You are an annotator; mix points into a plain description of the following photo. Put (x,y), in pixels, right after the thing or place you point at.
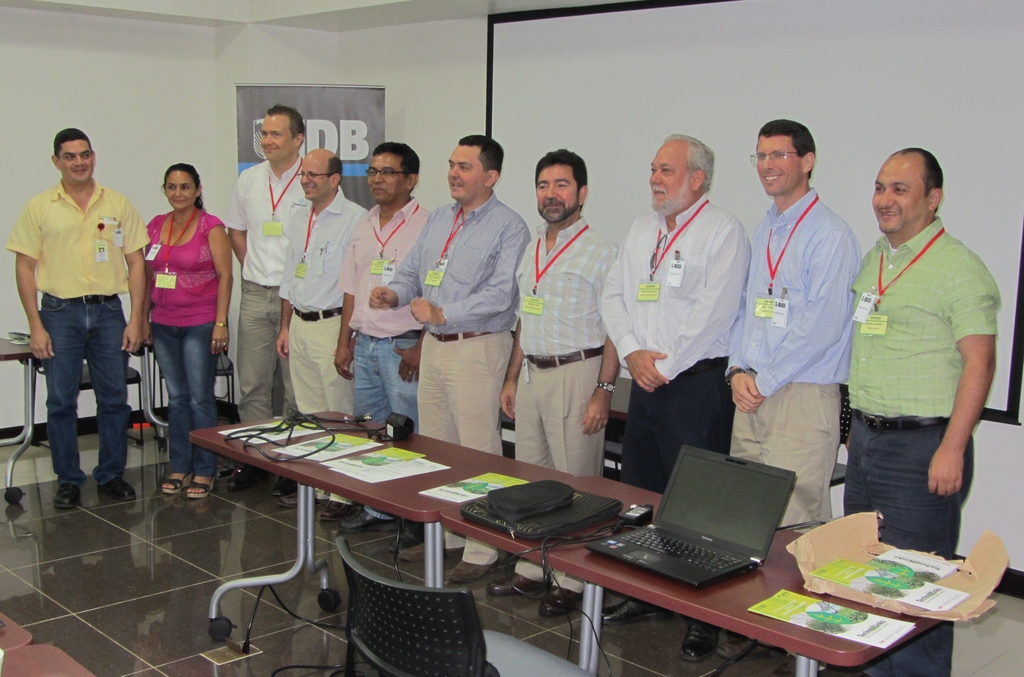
In this image I can see number of people (984,289) are standing, I can also see smile on their faces (667,178). Here on this table (865,651) I can see a laptop (629,531), a cover (572,522) and few papers (328,458). I can also see a chair (410,617).
